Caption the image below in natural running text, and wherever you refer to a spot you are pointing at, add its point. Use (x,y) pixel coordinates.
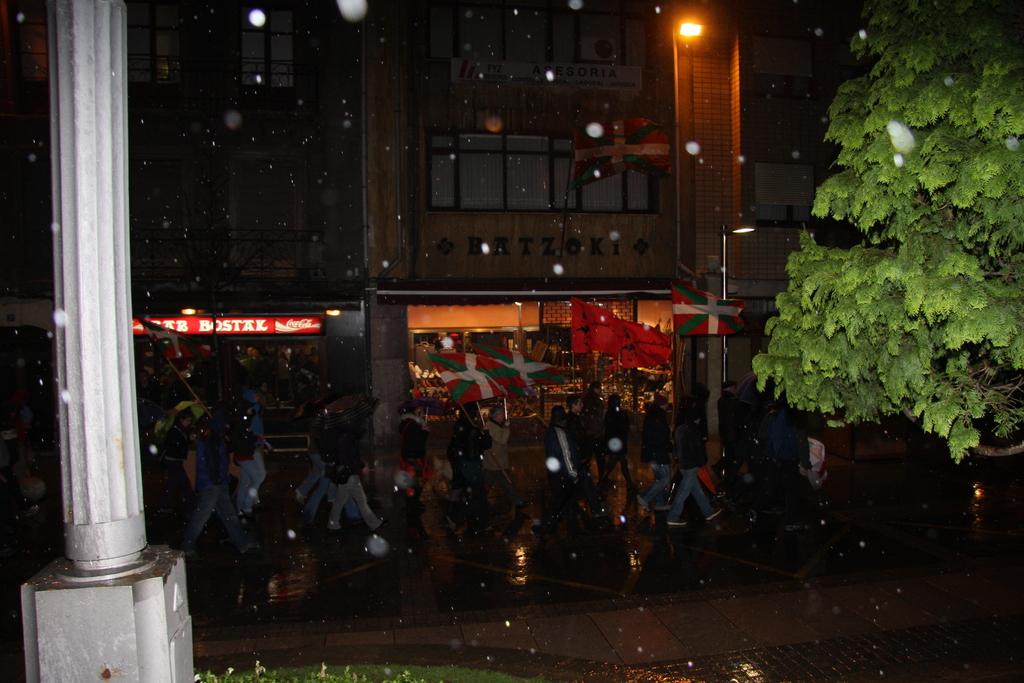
In this picture we can see some people (485,477) are walking on the road (332,554), side we can see some shops (246,325), buildings (543,303) and trees (783,345).
